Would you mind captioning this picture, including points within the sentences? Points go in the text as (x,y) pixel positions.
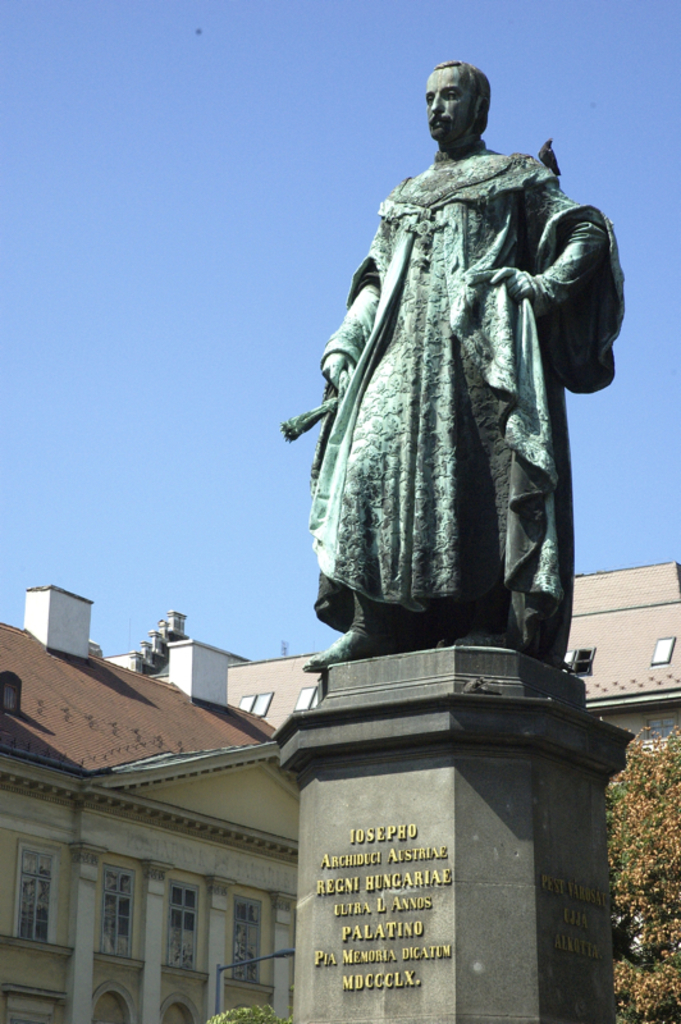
In this image I can see few buildings (168,849), windows (174,898), trees (666,784) and the sky (225,362). I can see the statue (422,577) and the bird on it.
